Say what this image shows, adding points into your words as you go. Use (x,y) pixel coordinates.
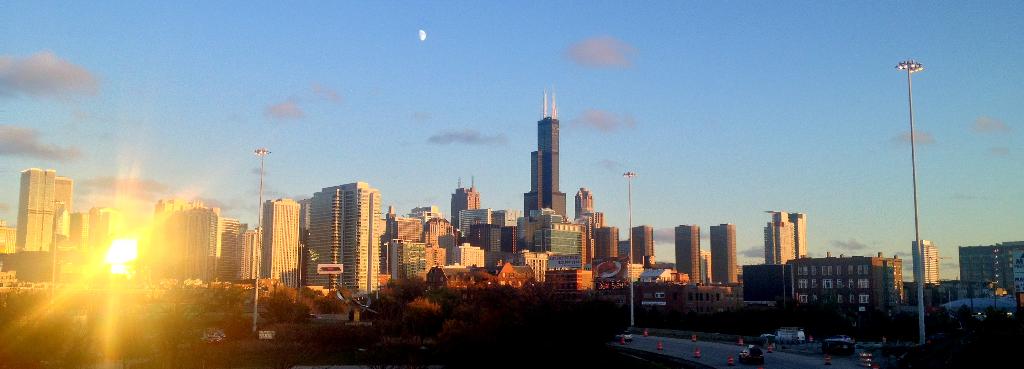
In this image in the center (541,214) there are some buildings (880,274), poles (918,280) and lights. At the bottom (563,299) there are some trees (314,323) and road (793,358), on the road (683,352) there are some vehicles (832,340). On the top of the image (355,95) there is sky (322,96).
